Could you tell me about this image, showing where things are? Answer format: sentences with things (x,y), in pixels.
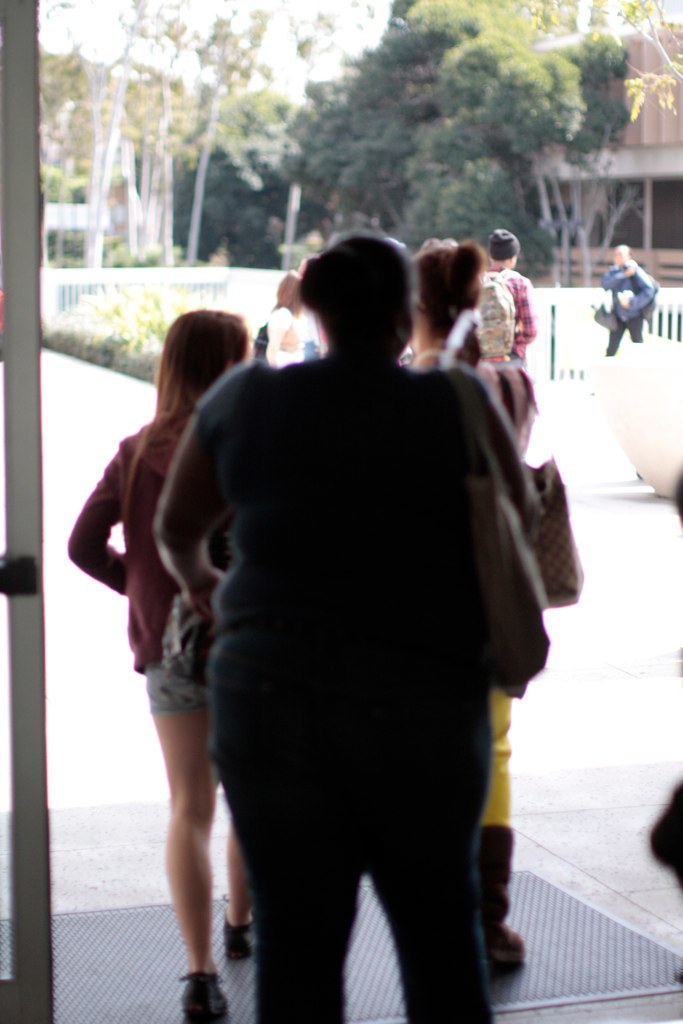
In this image, we can see a group of people (416,660). Few are standing and walking. Background (645,128) we can see so many trees (482,159), houses (620,156), plants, railings (682,264).
